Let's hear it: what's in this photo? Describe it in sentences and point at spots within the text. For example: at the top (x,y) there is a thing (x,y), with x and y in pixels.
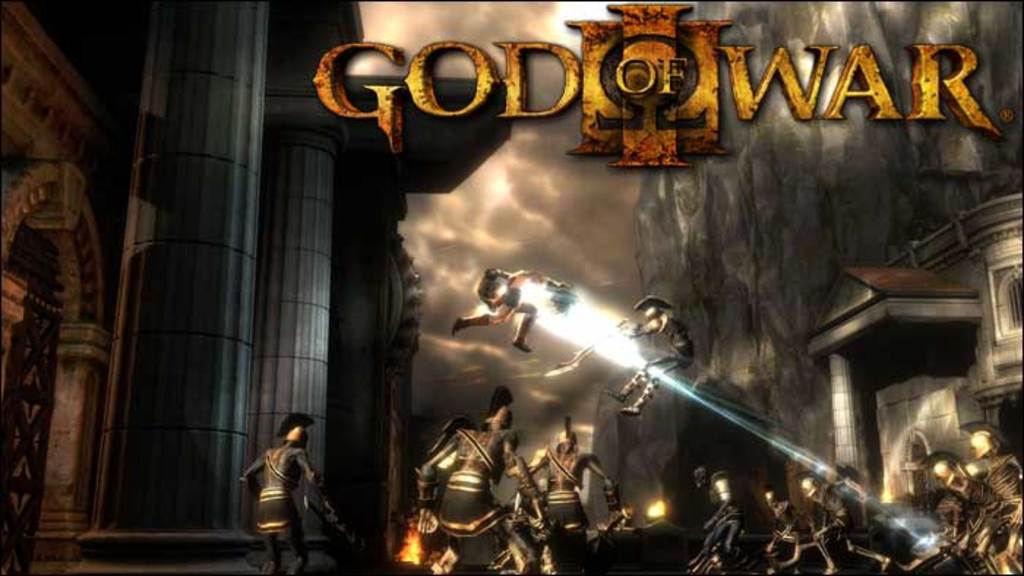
This looks like an animated image. I can see few people (823,527) standing. I think these are the buildings (416,342) with the pillars (250,243). This is the sky (548,207). There are two people (510,306) flying. This looks like a light (608,333). I can see the letters (697,81).
